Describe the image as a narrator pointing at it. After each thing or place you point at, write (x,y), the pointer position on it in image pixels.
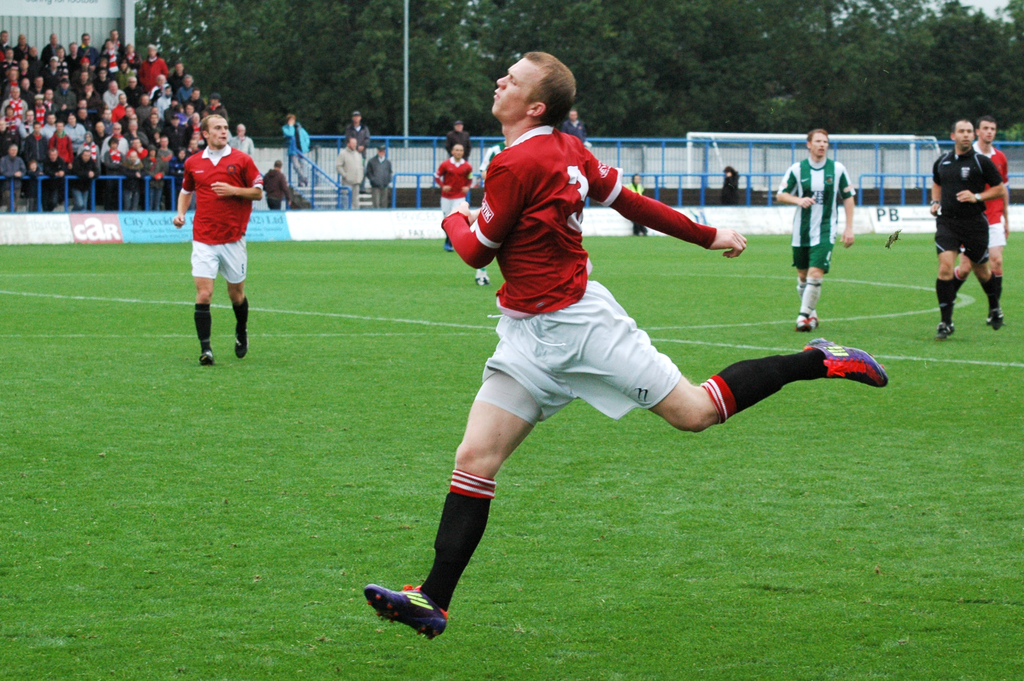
In this image, we can see people (226,204) running on the ground (426,396) and in the background (288,148), we can see railings (340,141), trees (372,54), a pole (405,71) and there is a crowd (133,70) and a wall (74,16).
